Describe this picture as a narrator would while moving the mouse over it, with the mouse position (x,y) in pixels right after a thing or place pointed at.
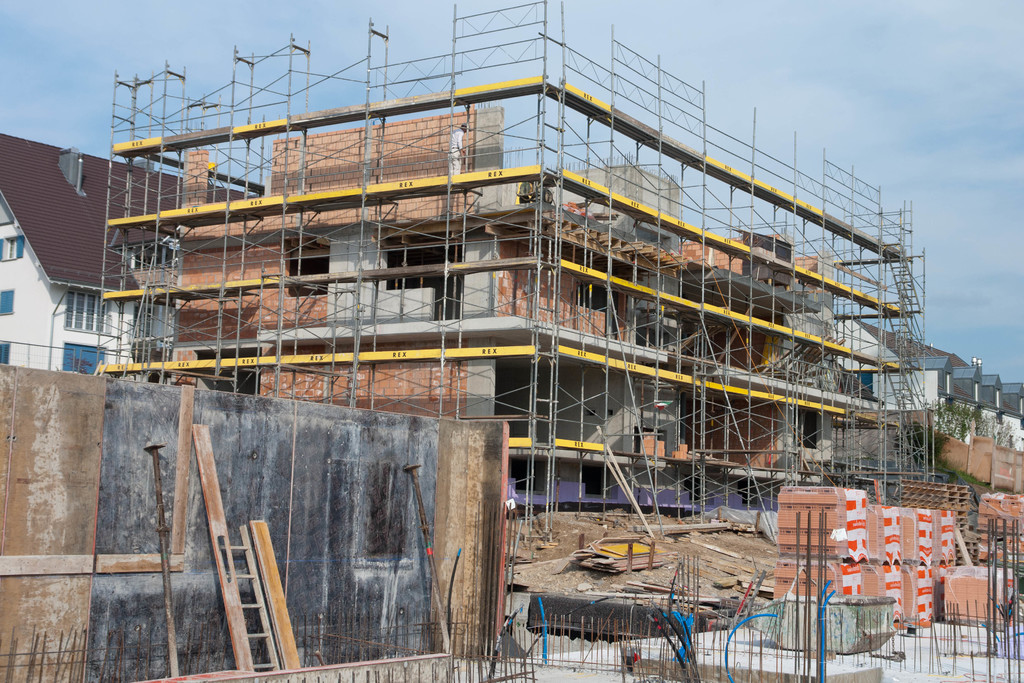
In the foreground of the picture (69,662) there are iron bars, bricks (874,535), wall (328,540) and some construction materials (784,629). In the center of the picture (387,283) there is a building (498,251) under construction. In the background (62,227) there are buildings (966,390). Sky (960,127) is bit cloudy and it is sunny.
